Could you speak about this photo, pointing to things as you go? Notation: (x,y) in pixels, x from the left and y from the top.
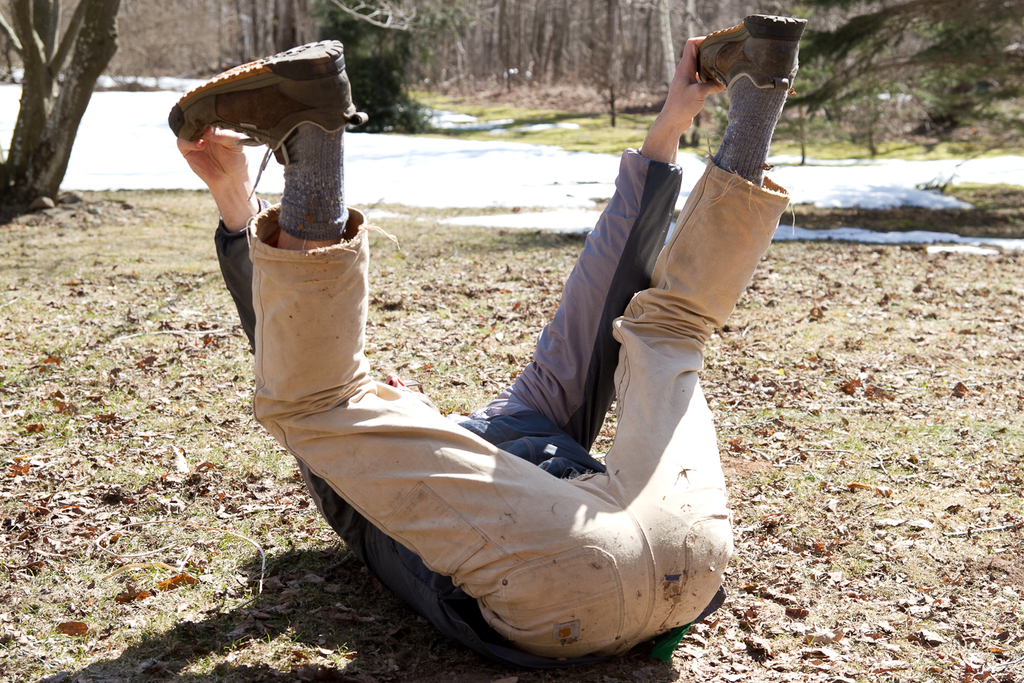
In this picture there is a person (311,450) lying and holding the legs (745,114). At the back (48,160) there are trees (20,118). At the bottom (871,534) there is grass (912,348) and there are dried leaves (444,284) and there is a white color object (587,192).
